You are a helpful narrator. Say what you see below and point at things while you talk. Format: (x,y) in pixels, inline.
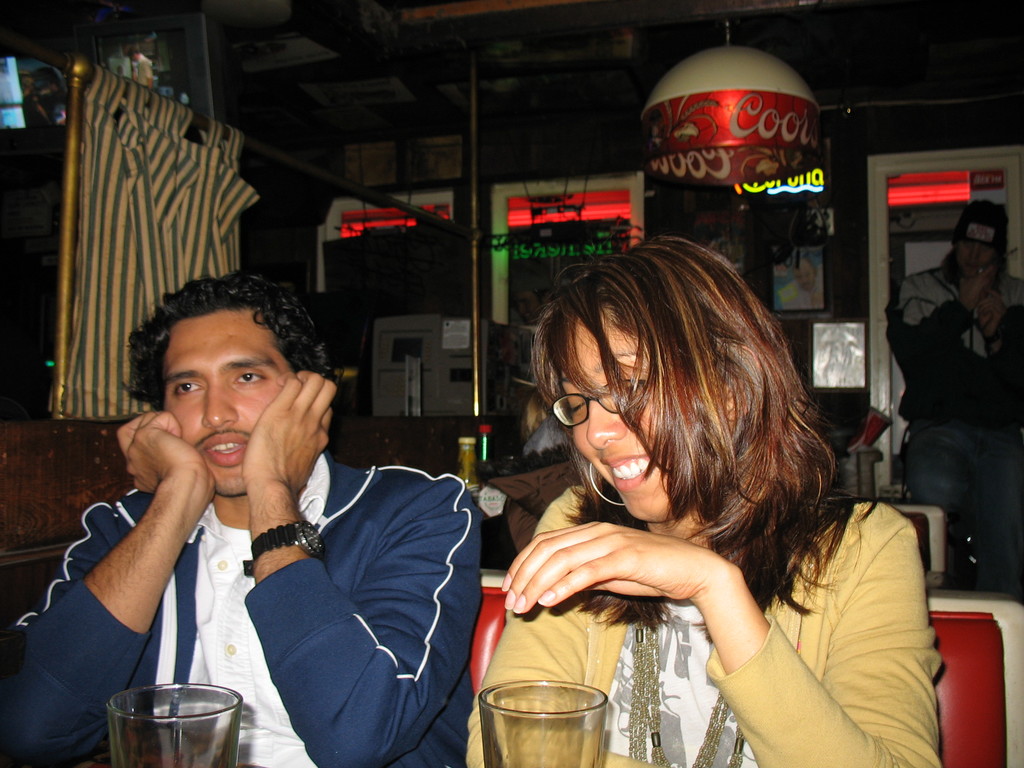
In front of the picture, we see a man (145,551) and the women (748,581) are sitting on the chair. In front of them, we see the glasses (143,722). The man (948,503) on the right side (946,490) is wearing a black jacket (986,383) and he is standing. Beside him, we see a table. On the left side (159,144), we see the curtains (192,205), rods (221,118) and a white color object (387,362). In the background (394,442), we see a wall (420,295) and the boards (557,233). At the top (704,161), we see the light (704,161) and the roof (232,29) of the building (463,152). This picture might be clicked in the dark.
